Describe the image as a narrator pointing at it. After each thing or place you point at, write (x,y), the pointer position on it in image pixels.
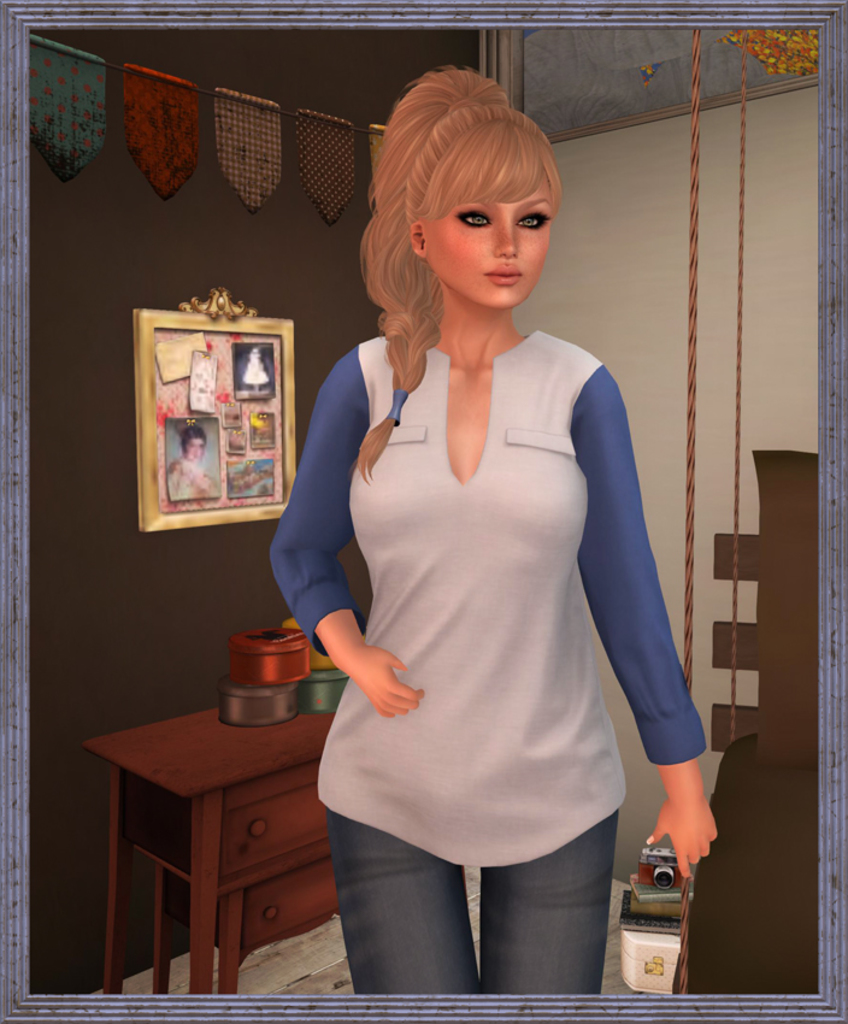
This is a graphic image in the middle (367,661) we can see one lady (489,770) she is standing. Coming to the background (79,294) we can see wall (262,269) and photo frame (196,313) and table (176,821).
